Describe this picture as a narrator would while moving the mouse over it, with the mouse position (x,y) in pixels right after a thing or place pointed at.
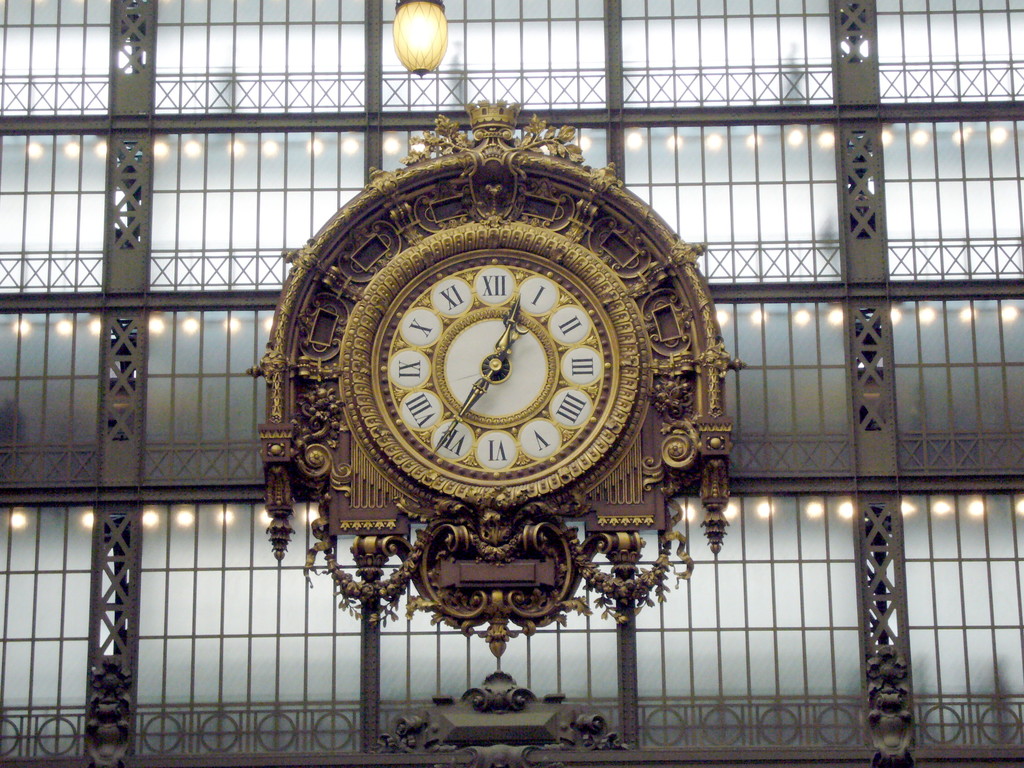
In this picture I can see there is a clock (469,420) and it has a minute hand (478,398) and hour hand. It has a brown color frame (475,265) and there is a golden color design (579,386) on it and in the backdrop (212,174) I can see there is a wall (199,289) and it has some lights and the wall (457,47) has glass windows (447,87) and the wall (302,194) is in grey color.
